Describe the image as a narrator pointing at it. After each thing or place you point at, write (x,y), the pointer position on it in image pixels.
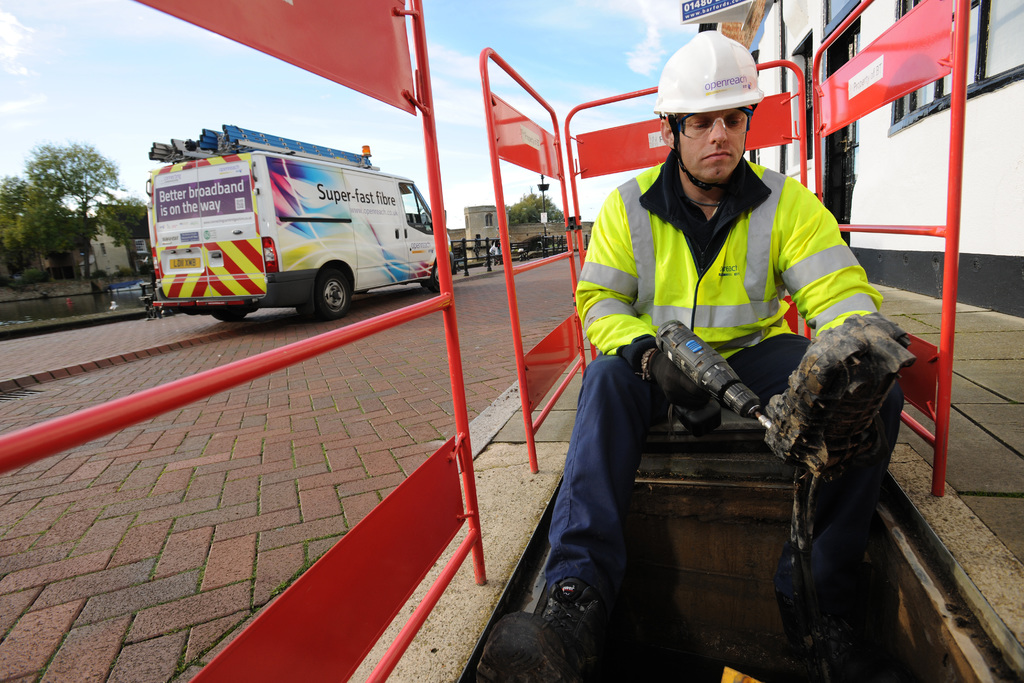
This is the man (674,379) sitting and holding a drill machine (703,362) in his hands (666,352). These are the kind of barricades (603,149). I can see a van (339,278) on the road (288,326). In the background (73,208), I can see the trees (129,220) and houses (134,237). This is the sky (539,53). On the right side of the image (966,149), that looks like a building (972,95) with the windows (972,95).
